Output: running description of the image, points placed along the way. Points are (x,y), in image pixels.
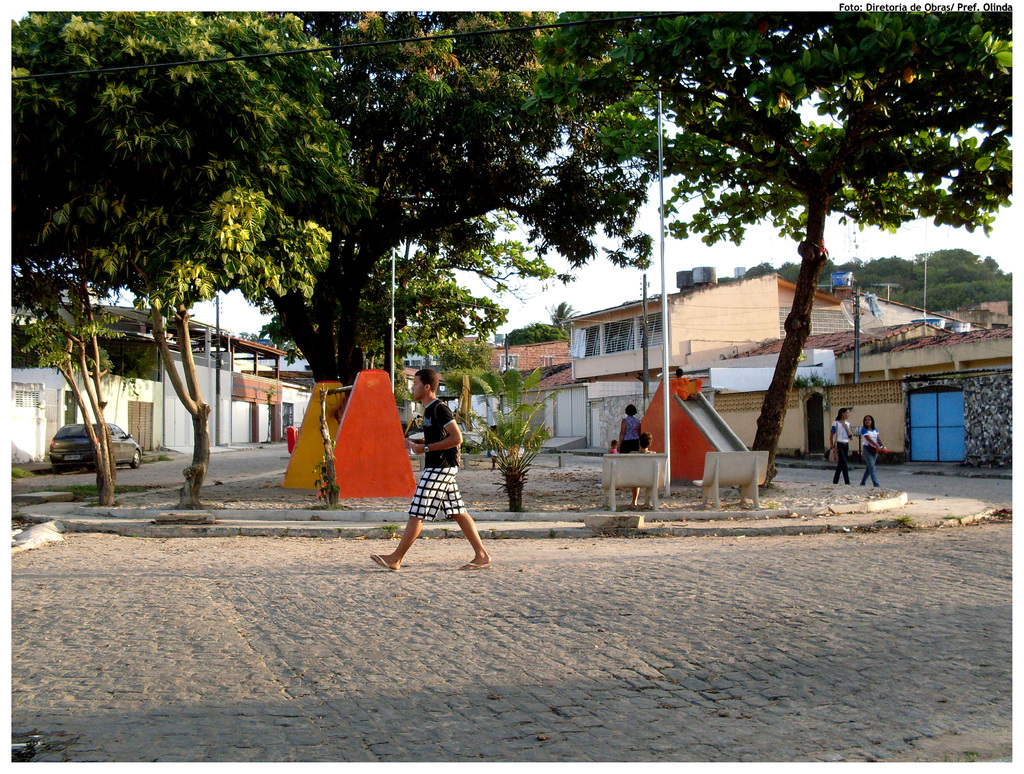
In the picture I can see people (427,500) walking on the ground (579,572). In the background (576,412) I can see trees (314,282), buildings (571,427), trees (496,223), poles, the sky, a vehicle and some other things.
